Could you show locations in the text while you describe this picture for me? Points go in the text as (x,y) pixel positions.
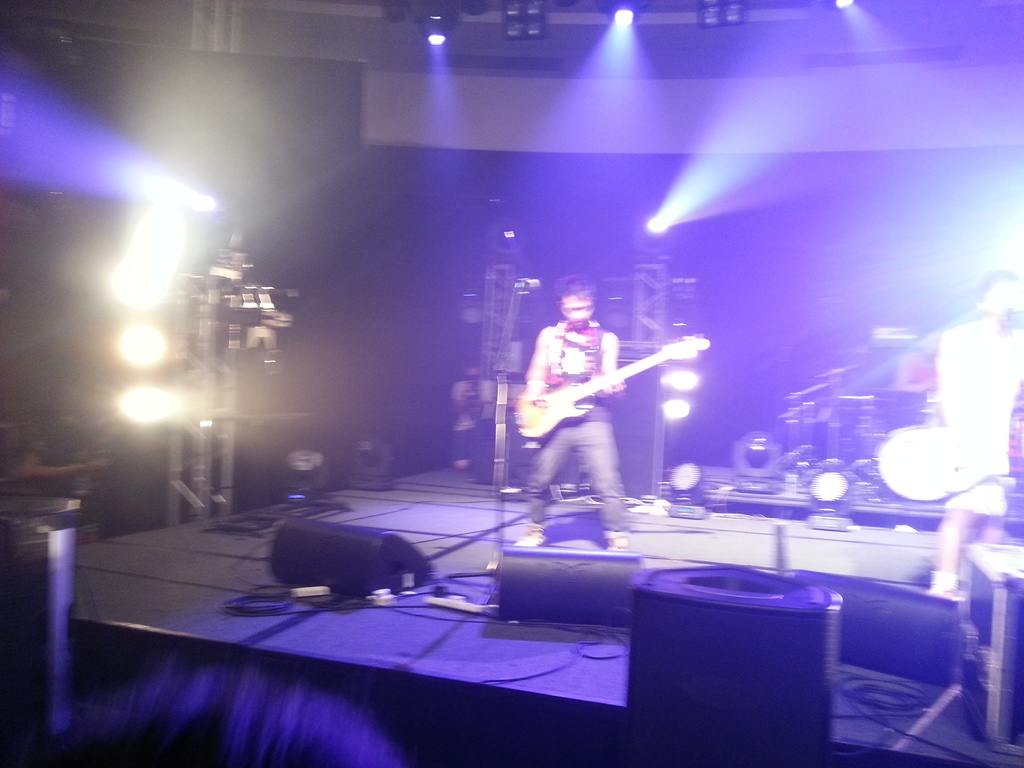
There are two man (577,424) standing on stage (489,485) playing a guitar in front of microphone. Behind them there is a iron pillar (221,377) and sound box (748,765) in front of the stage (616,748).
